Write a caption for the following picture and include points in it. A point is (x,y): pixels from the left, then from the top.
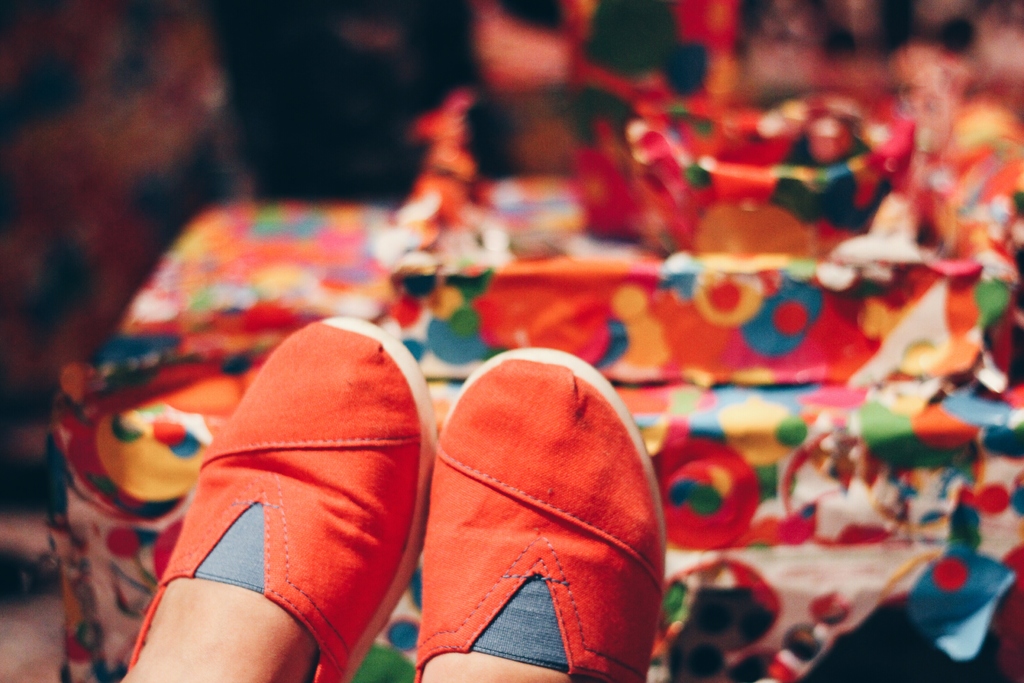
In the foreground of this picture (393,536), there are two shoes (470,572) to the legs (429,674) of a person (436,668). In the background (775,463), there is a table (776,403) and few objects (734,180) on it.
